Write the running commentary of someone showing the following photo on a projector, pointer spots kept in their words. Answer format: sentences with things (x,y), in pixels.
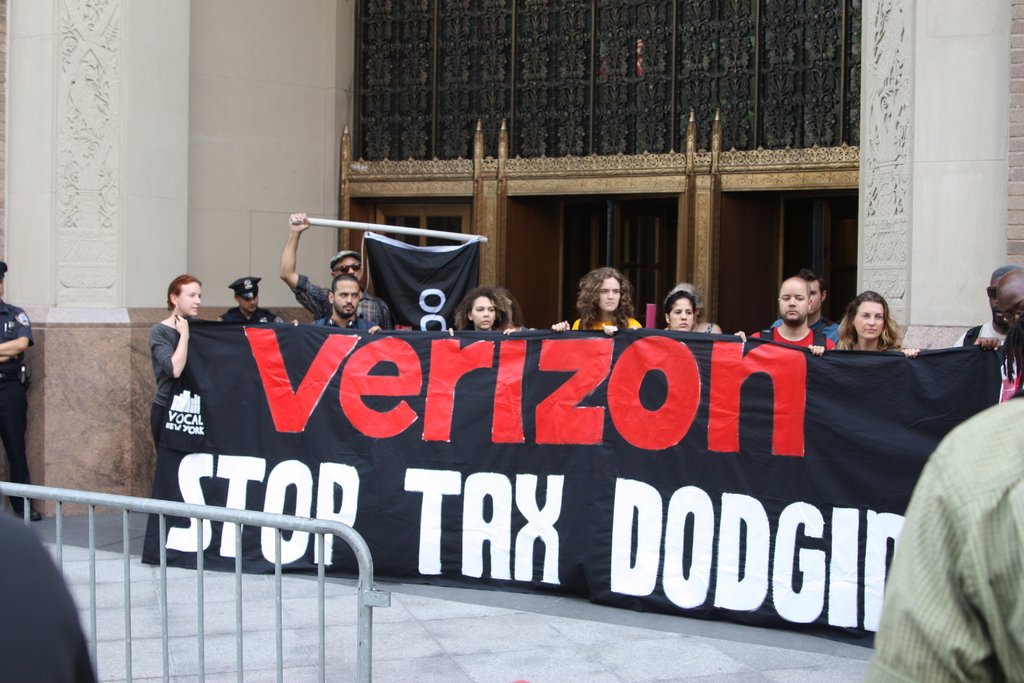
In the picture some people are standing near the building (133,344) and holding a banner (848,449) and on it we can see a Verizon stop tax (741,406) and behind them, we can see a door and in front of them we can see a path (448,665) and railing (254,513) and one person (931,600) standing near it.
